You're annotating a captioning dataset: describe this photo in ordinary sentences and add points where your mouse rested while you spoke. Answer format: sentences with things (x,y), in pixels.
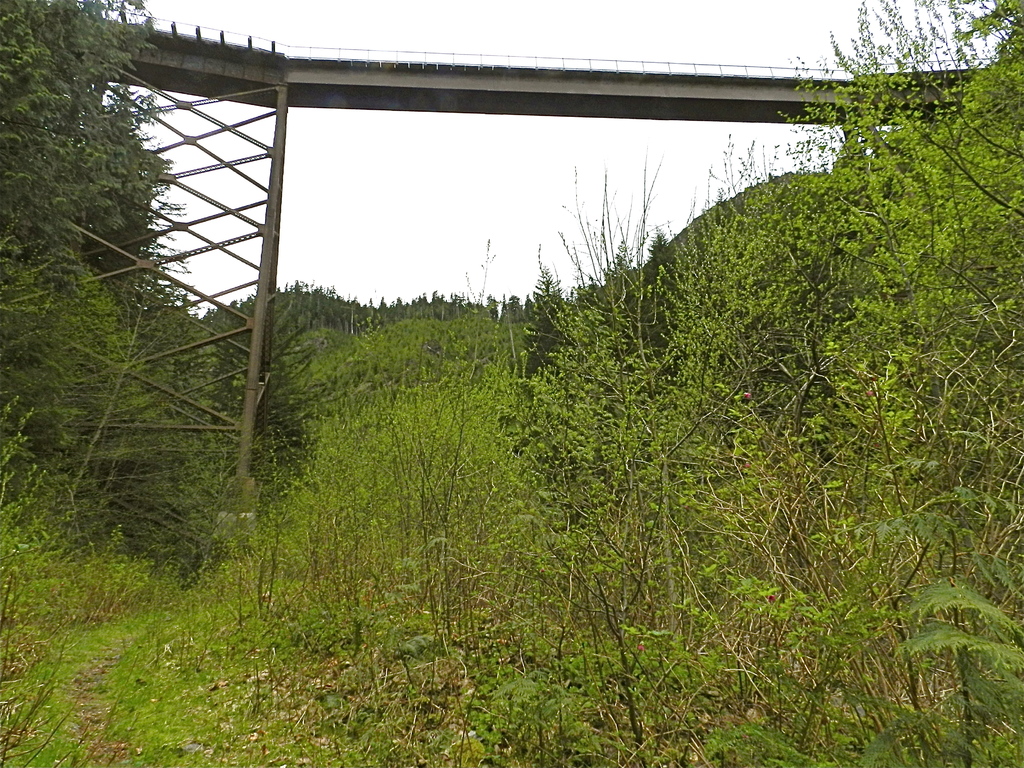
This image consists of many trees (402,465) and plants (459,495). At the top (498,88), there is a bridge (274,96). And there is a sky (450,199).
